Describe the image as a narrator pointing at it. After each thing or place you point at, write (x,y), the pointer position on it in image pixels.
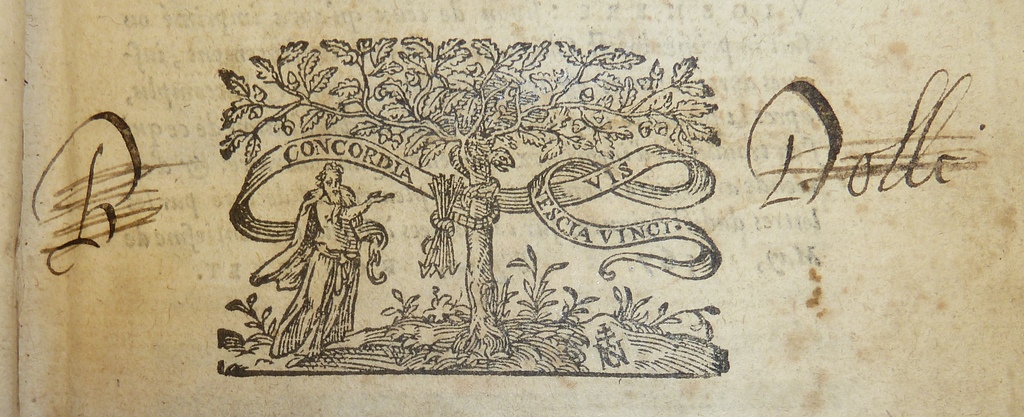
In this image I can see a paper (708,274) and on it I can see drawing (343,223) of a tree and of a person (305,204). I can also see something is written at few places.
